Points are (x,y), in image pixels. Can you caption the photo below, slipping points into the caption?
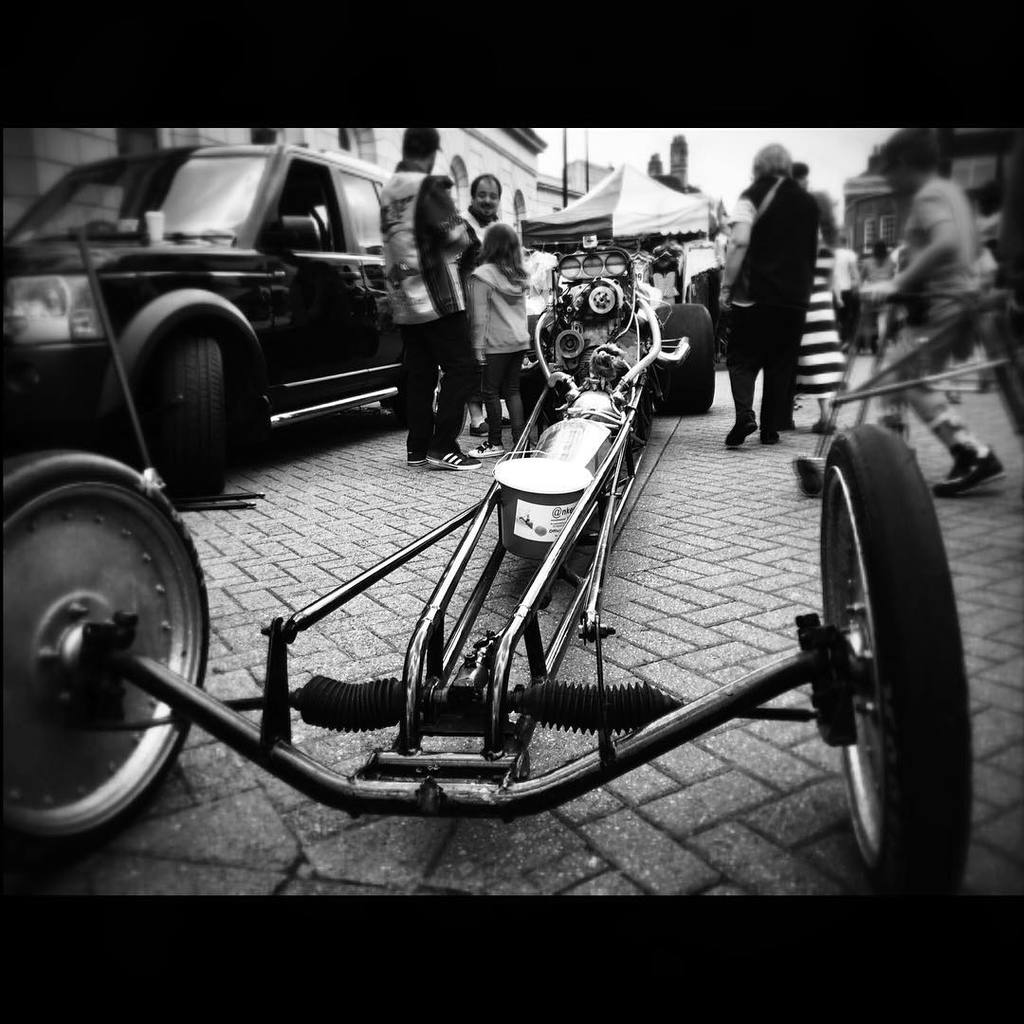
In the middle of the image (566,577) there is a vehicle (582,251) with rods (347,586) and wheels (13,605), it is on the ground (331,585). To the top left side of the image (114,244) there is a black car (312,262). And in the background (778,288) there are few people (453,307) standing on the floor (712,489). Behind them there are buildings (659,178) and also there is a tent (625,223).
